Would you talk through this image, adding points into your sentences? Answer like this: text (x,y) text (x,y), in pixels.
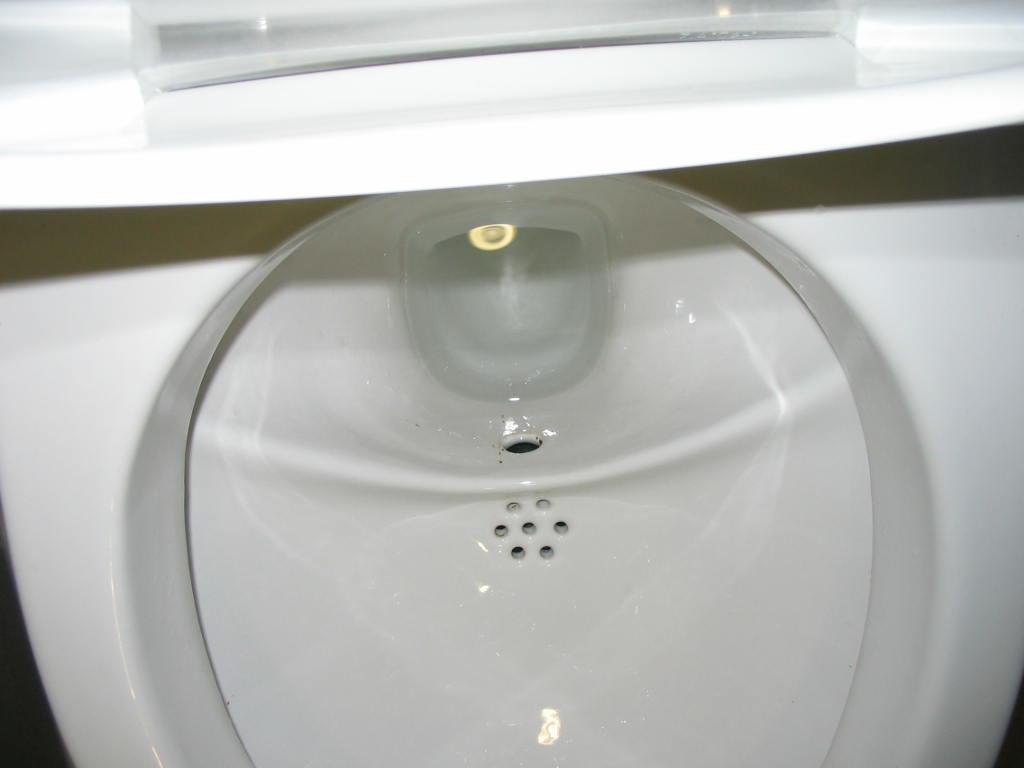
In this picture we can see a commode (97,320) in white color.
